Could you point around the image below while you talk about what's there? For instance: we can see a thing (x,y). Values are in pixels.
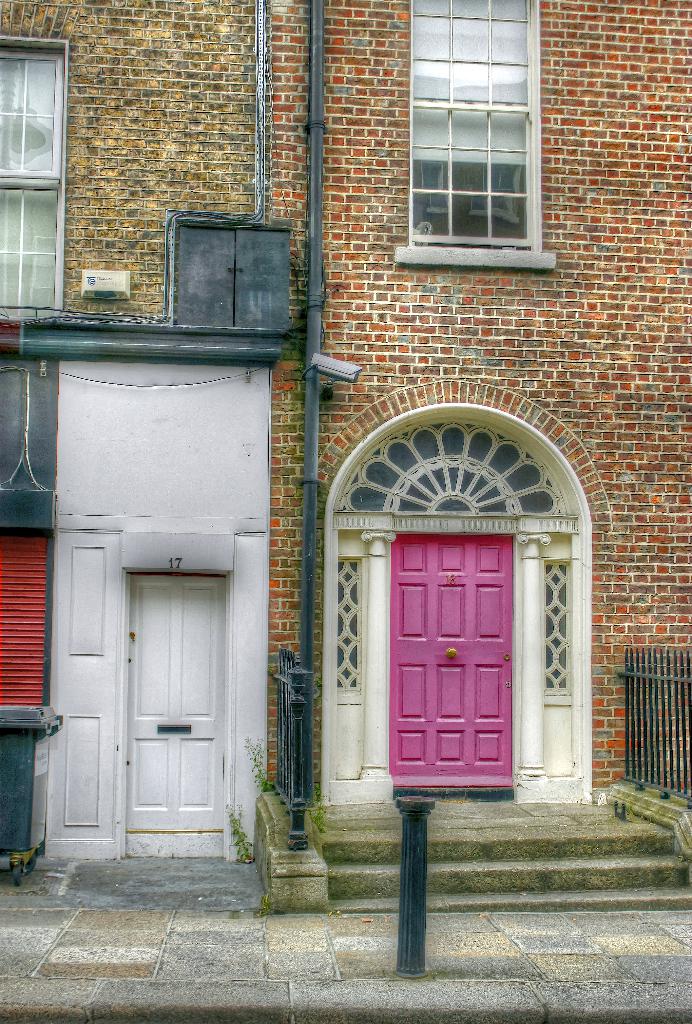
In this image, we can see the wall (648,46) with some windows (35,226), doors (475,614) and other objects (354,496). We can also see some stairs (494,806) and the fence (644,667). We can see the ground (437,928) and a pole (415,892). We can also see an object (32,781) on the left (27,764).
